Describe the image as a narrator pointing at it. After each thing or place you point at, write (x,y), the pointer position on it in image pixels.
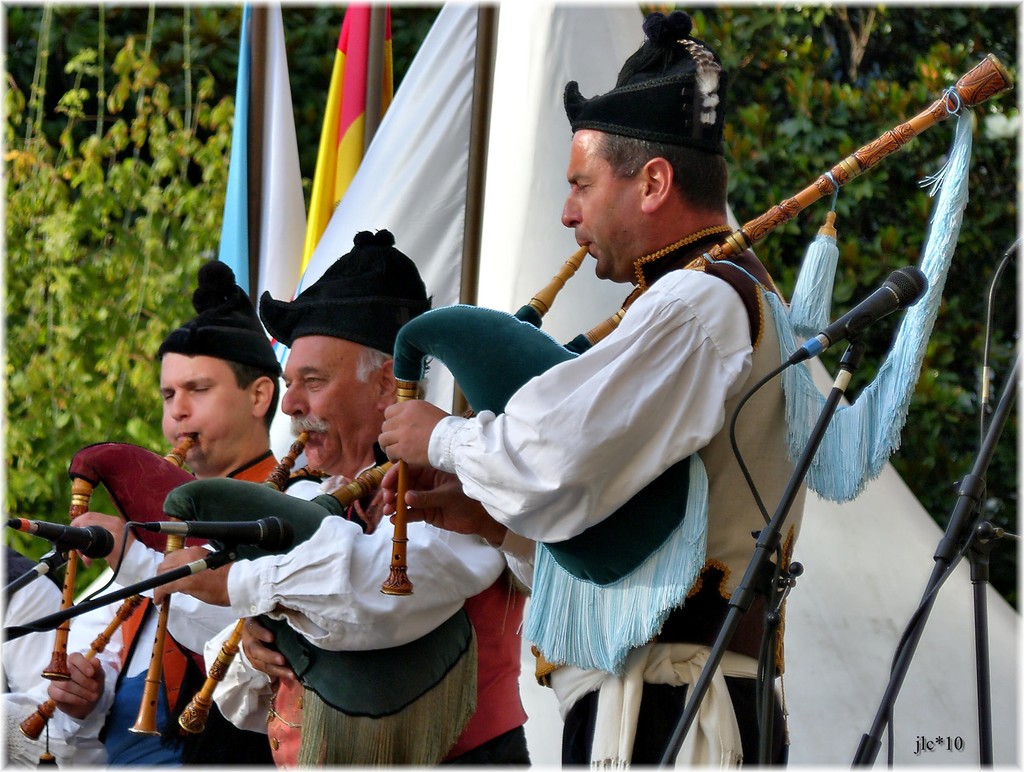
In this image we can see a few people (326,551) playing the musical instruments (178,478), in front of them, we can see the mics (68,528), there are some flags (429,140) and trees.
